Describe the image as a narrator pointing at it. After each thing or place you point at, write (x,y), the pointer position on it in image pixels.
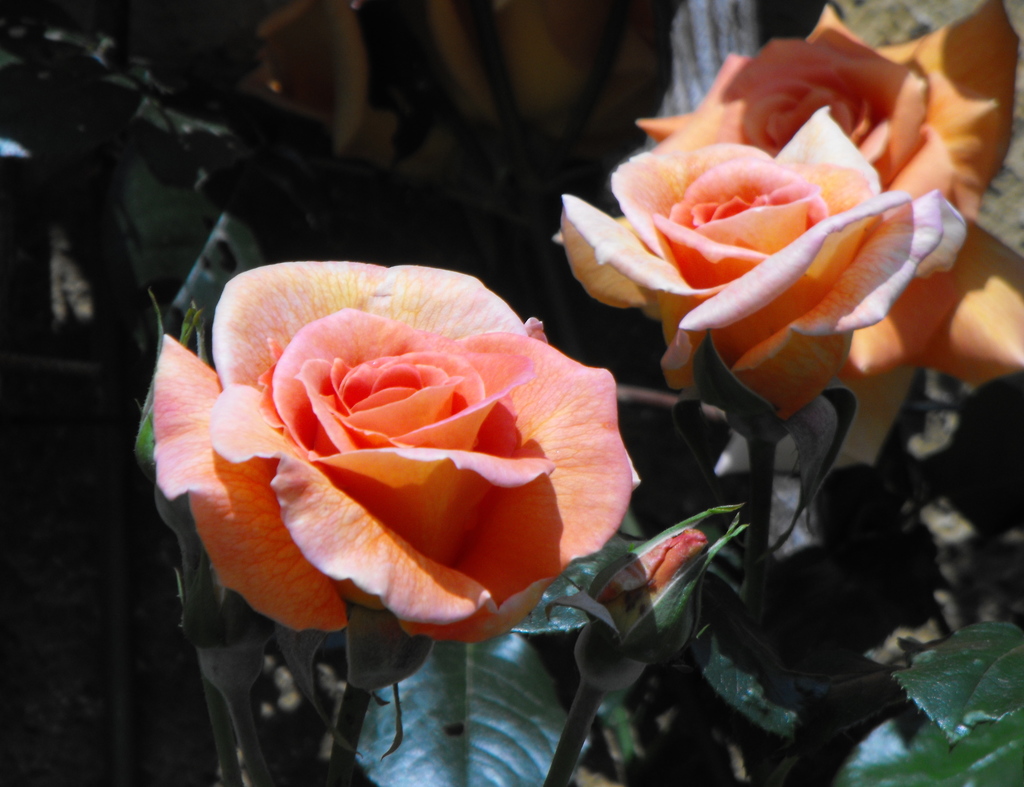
In this image we can see the flowers (537,335), and plants (720,653).
